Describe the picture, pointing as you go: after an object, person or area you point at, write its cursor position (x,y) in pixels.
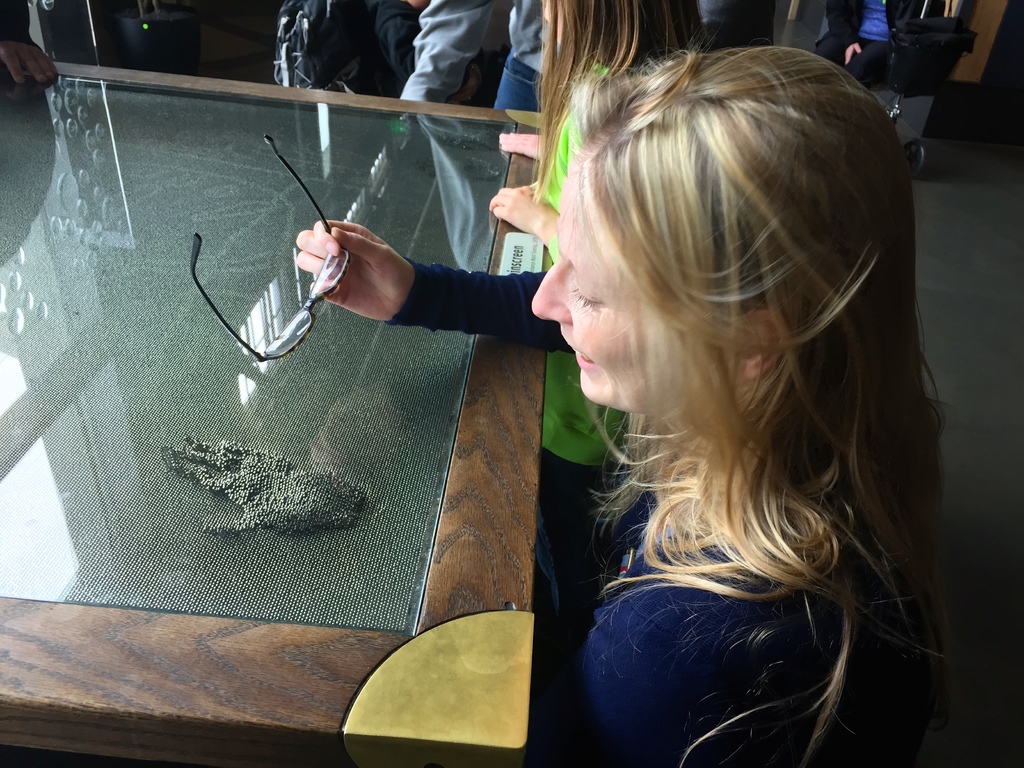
In this image we can see a group of people (632,272) standing on the floor (231,31). One woman (742,590) is wearing a blue t shirt (660,625) is holding spectacles (293,323) in her hand (313,261) and standing in front of a table (287,377). On which glass (354,521) is placed. In the background (936,53), we can see a container (938,76) placed on the floor (816,32).
